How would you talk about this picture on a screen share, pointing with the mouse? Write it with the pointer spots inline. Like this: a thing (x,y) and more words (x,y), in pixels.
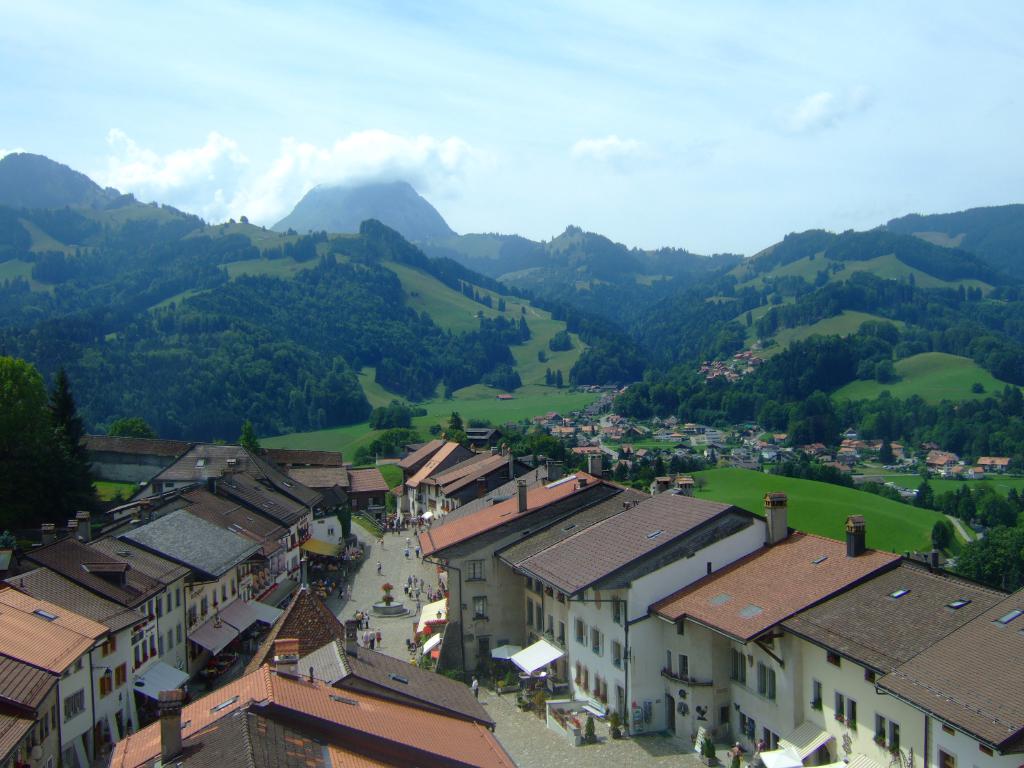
In this image, there are a few houses (625,704). We can see the ground (391,629) with some objects (382,613). We can see some people (729,753). We can see some grass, trees (399,361) and hills (642,294). We can see the sky (550,151) with clouds (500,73).
